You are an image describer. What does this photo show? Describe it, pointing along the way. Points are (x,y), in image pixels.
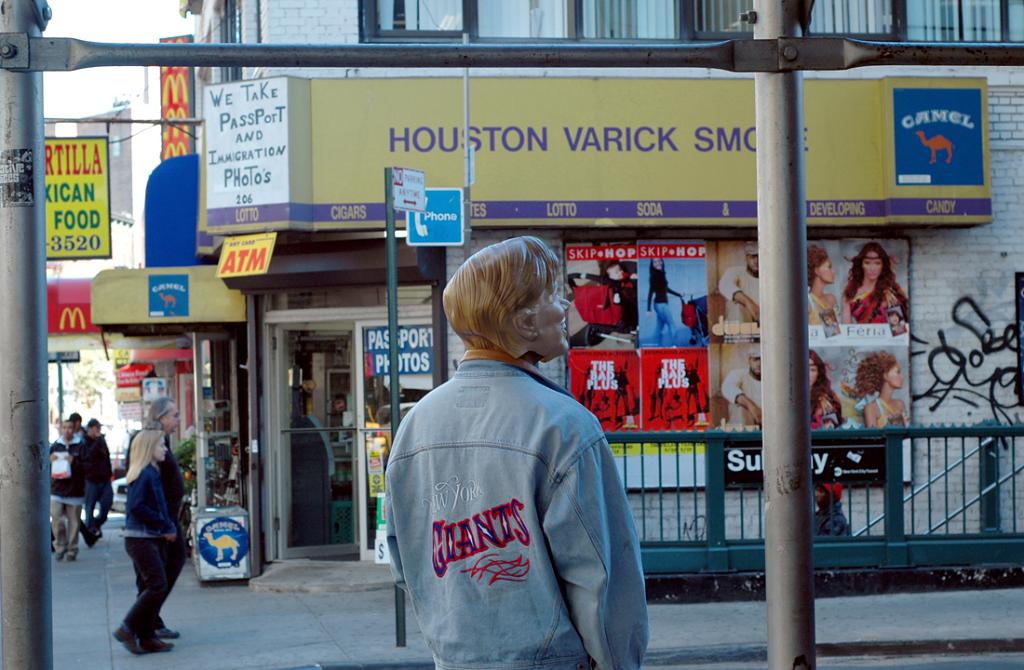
On the left side (127,449) 2 persons (148,490) are walking on the footpath (233,609) and there are stores (286,344). On the right side (906,342) there are papers (748,396) that are sticked to the wall (726,369).
